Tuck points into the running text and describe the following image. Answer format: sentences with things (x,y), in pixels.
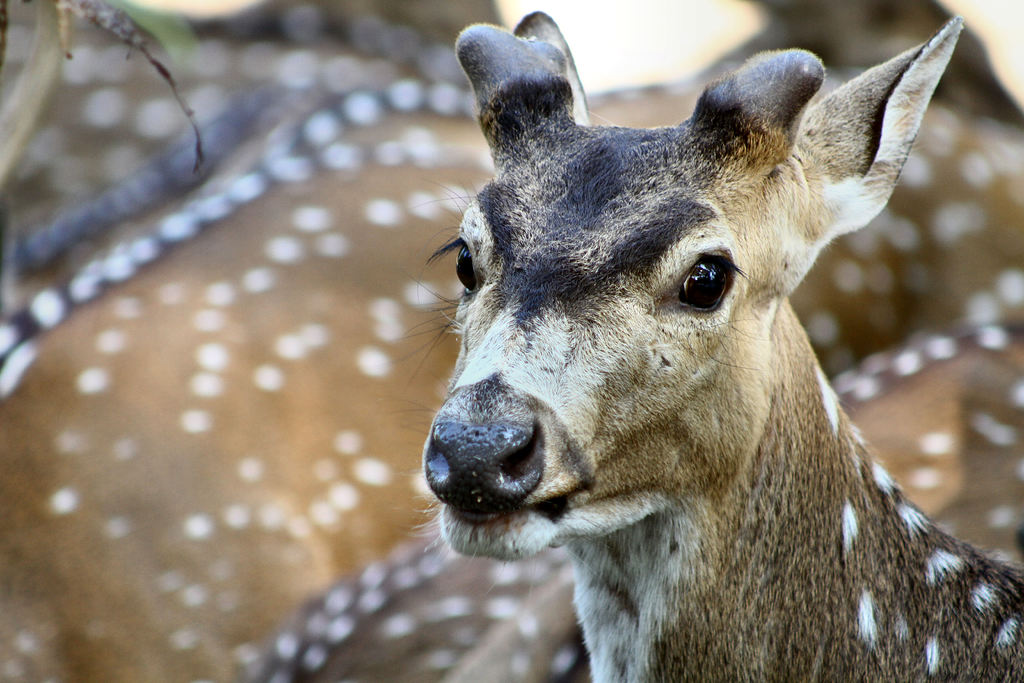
In this image there are a few deer (445,298).
